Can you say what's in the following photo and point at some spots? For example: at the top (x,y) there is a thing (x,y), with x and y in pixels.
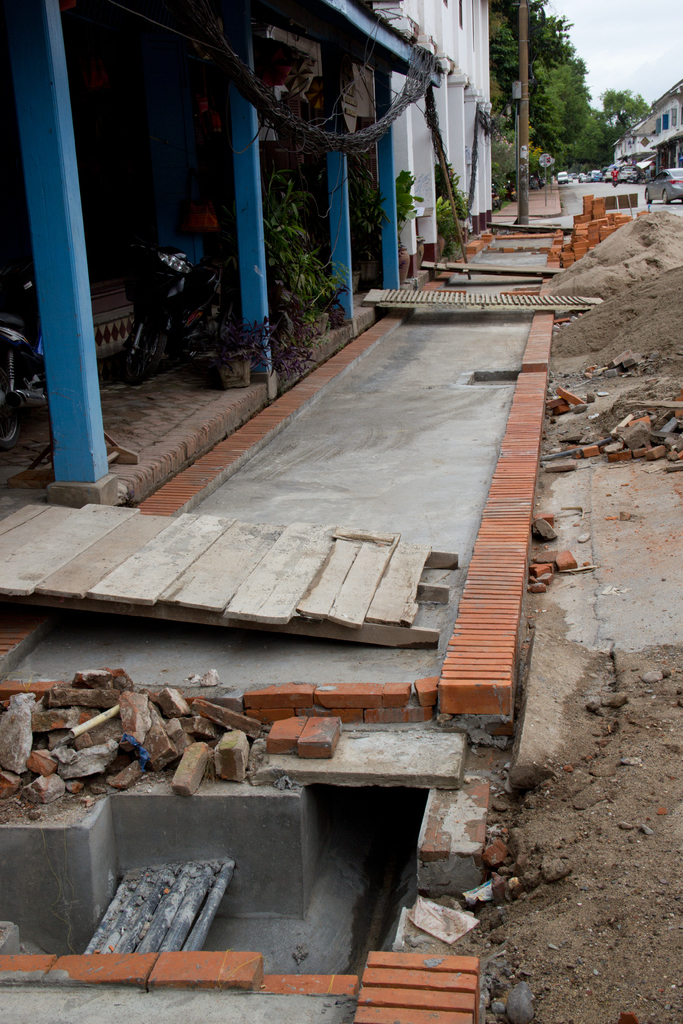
We can see wooden planks (99,534), sand (565,782), bricks (100,967), plants (403,177) and pillars (49,339). In the background (424,40) we can see buildings (650,122), pole (523,182), trees (609,146), vehicles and sky (630,65).
